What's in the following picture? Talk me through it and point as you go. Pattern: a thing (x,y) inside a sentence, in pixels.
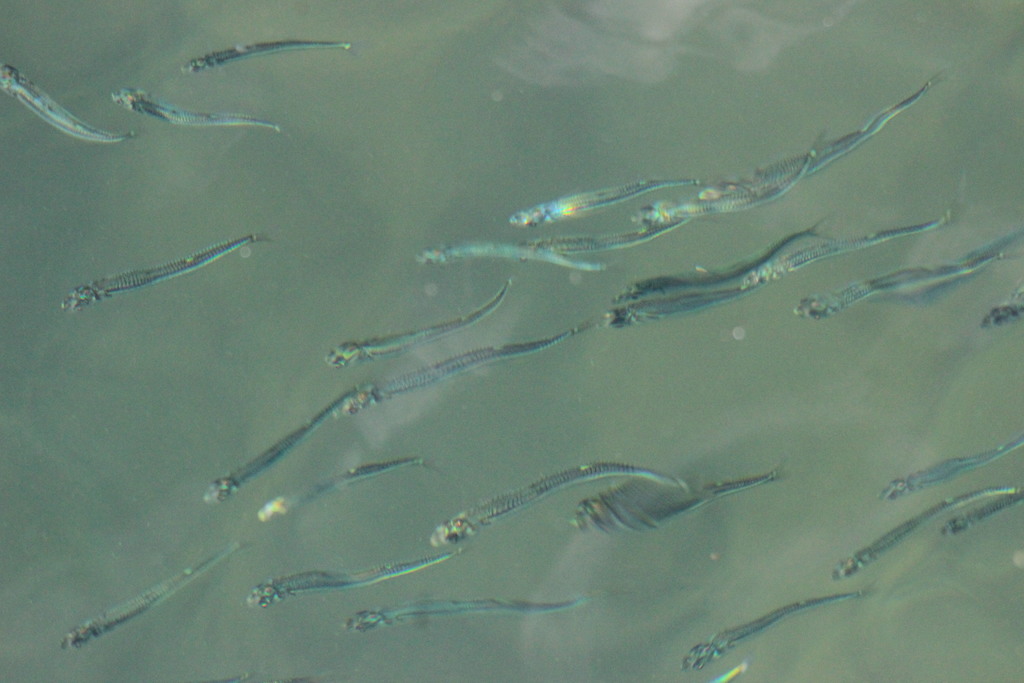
In this picture we can see a close view of the fish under the water (354,484).
